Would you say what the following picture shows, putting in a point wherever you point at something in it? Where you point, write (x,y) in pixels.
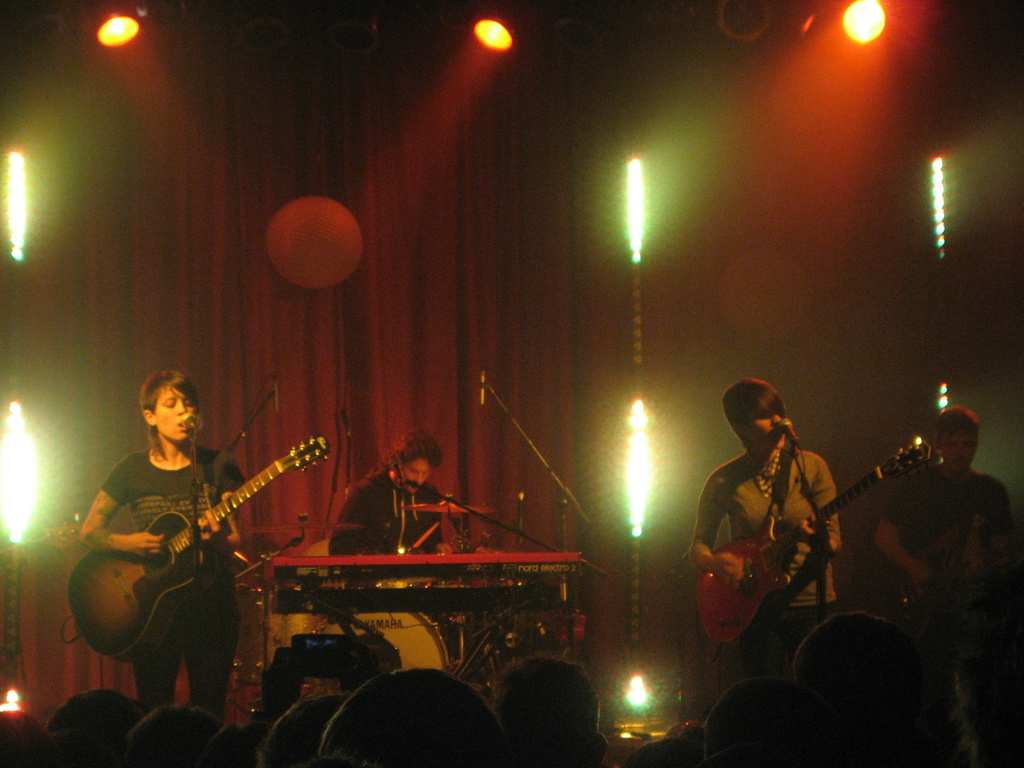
It looks like a stage performance. There are two persons (706,545) standing and playing guitar (758,569) along with that they are singing a song. At background (413,543) I can see a man (425,519) sitting and playing drums (464,550). At the right corner of the image (943,538) I can a person (942,544) standing and holding some musical instrument (939,582). These are the audience (403,723) watching the performance. At background (462,268) there is a red cloth (476,280) hanging with a show lights (641,442).
